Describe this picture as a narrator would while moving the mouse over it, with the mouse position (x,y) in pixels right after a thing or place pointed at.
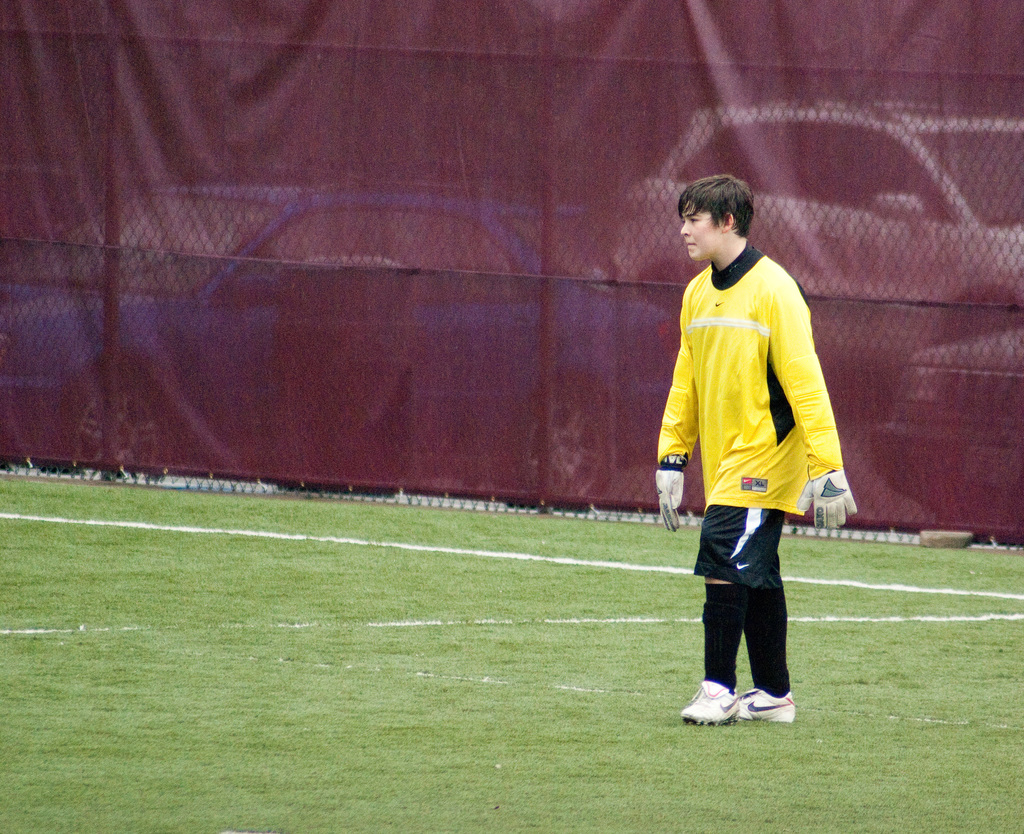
There is a boy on the right side of the image (697,291) on the grassland (164,498) and there is a net (413,195), curtain (453,198) and cars (767,125) in the background area (406,219).
